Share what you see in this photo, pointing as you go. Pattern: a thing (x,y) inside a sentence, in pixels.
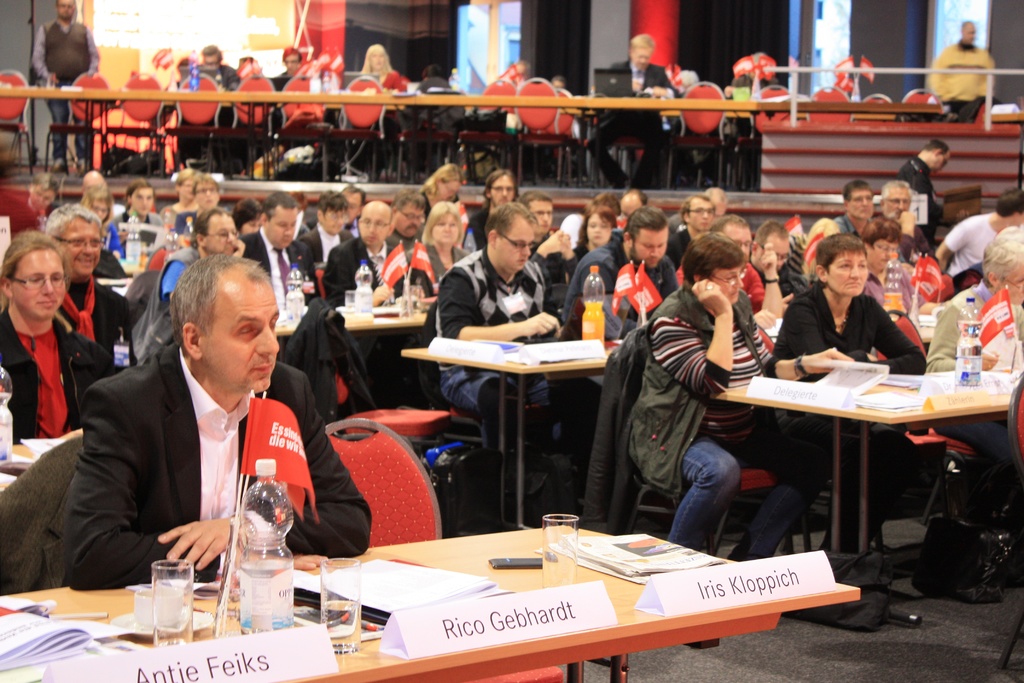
In this picture group of people (576,289) sitting on the chair (73,128). This person (83,31) standing. We can see tables (465,361) and chairs (374,493). On the table (864,452) we can see name board (222,661), glass (187,573), bottle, flag (278,437), papers (460,586). This is floor (925,629). On the background (624,36) we can see wall (28,30).
